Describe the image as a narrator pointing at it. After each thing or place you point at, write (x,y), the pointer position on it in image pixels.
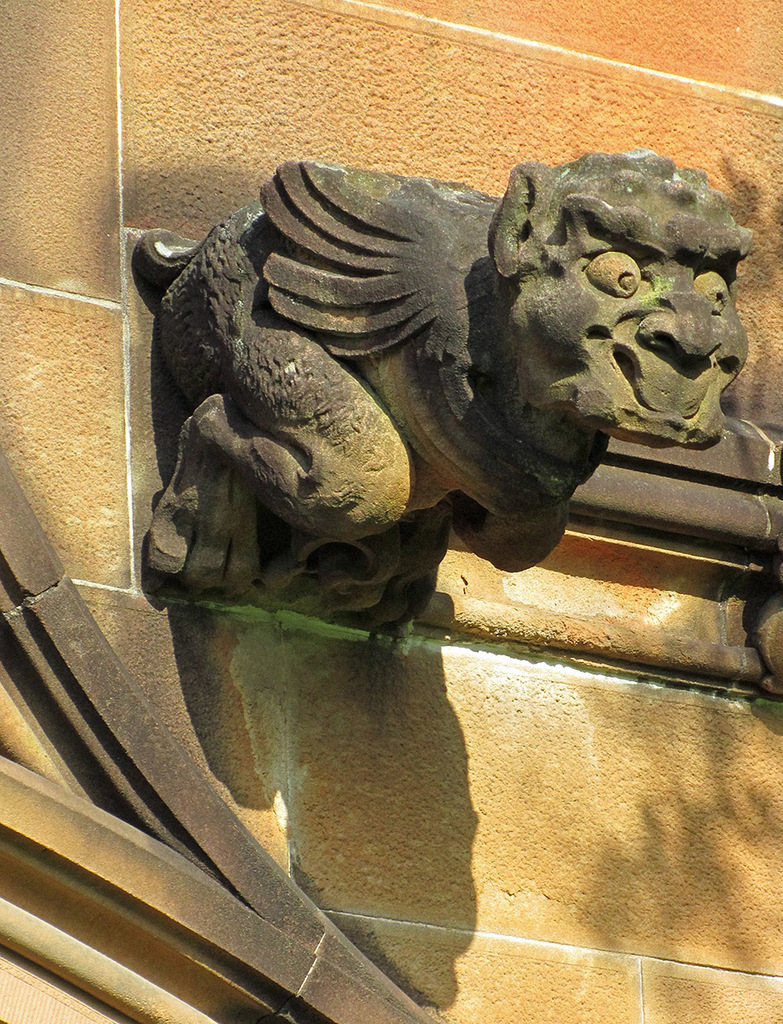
This picture contains the statue (366,472) of the monkey (427,264). Behind that, we see a wall (472,804) which is brown in color.
